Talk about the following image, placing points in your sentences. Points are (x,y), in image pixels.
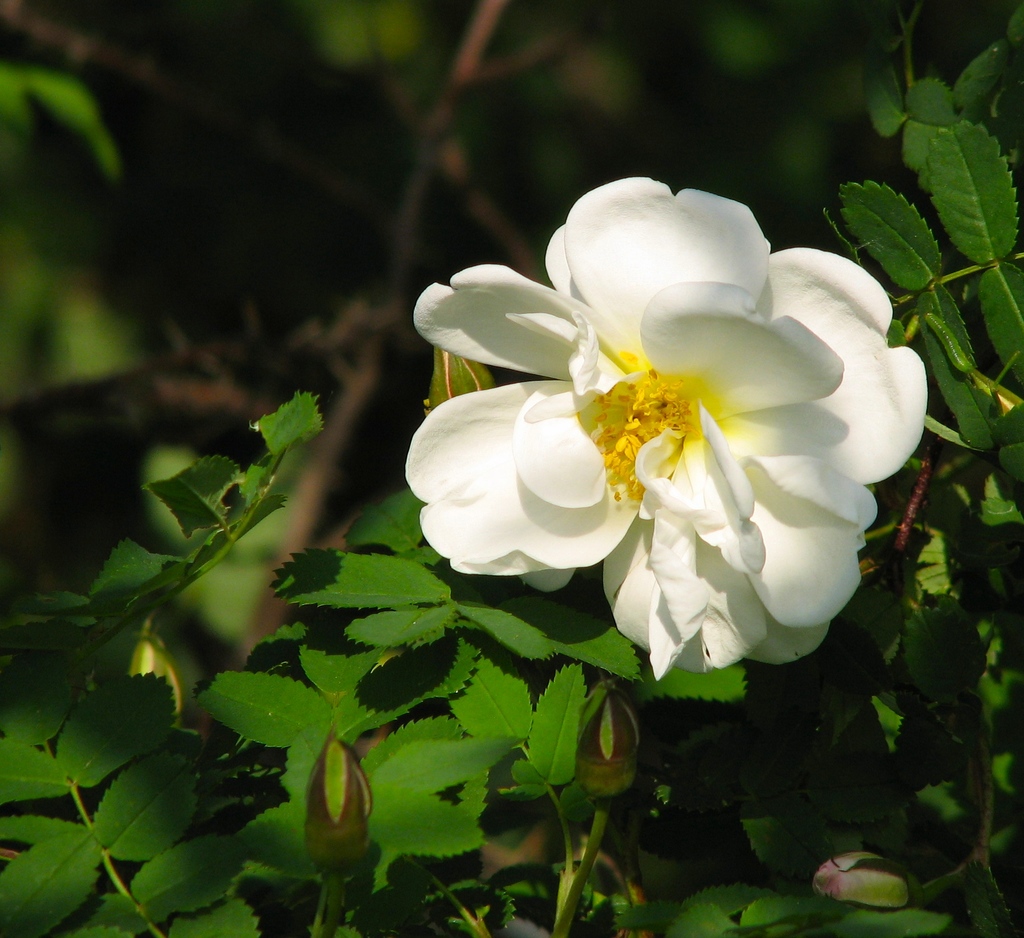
In this picture we can see a flower (421,306), plants (605,635) and blurry background (533,183).
